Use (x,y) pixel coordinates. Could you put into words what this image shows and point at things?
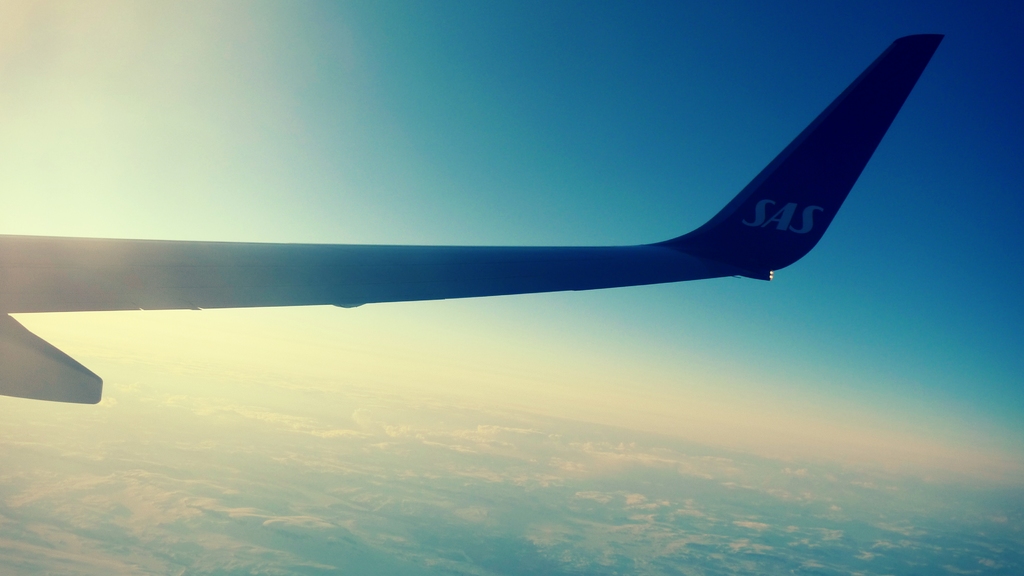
In this picture we can see an airplane (153,249) flying in the sky (255,309) and below this airplane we can see the ground (343,545).
